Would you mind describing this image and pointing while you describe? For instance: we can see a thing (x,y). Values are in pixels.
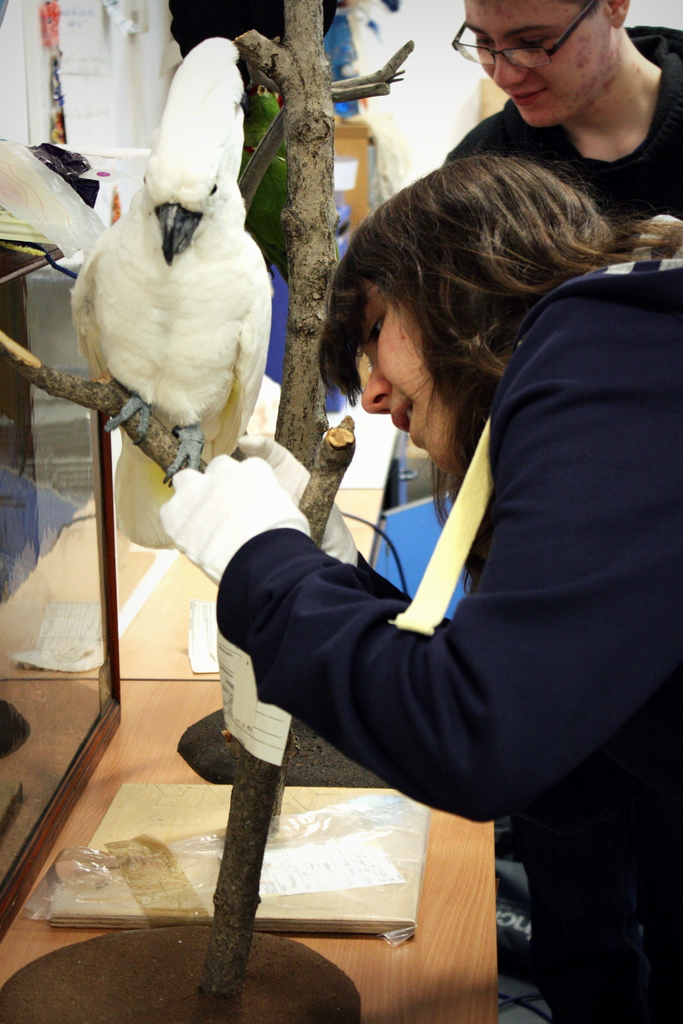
In this image there are two people (443,636). On the left (187,402) we can see a bird (162,365) on the branch (230,892). At the bottom (139,742) there is a table (115,789) and we can see a box (115,823) and a cover (181,871) placed on the table (340,943). In the background (403,176) there is a wall (117,53) and some things (398,163).
